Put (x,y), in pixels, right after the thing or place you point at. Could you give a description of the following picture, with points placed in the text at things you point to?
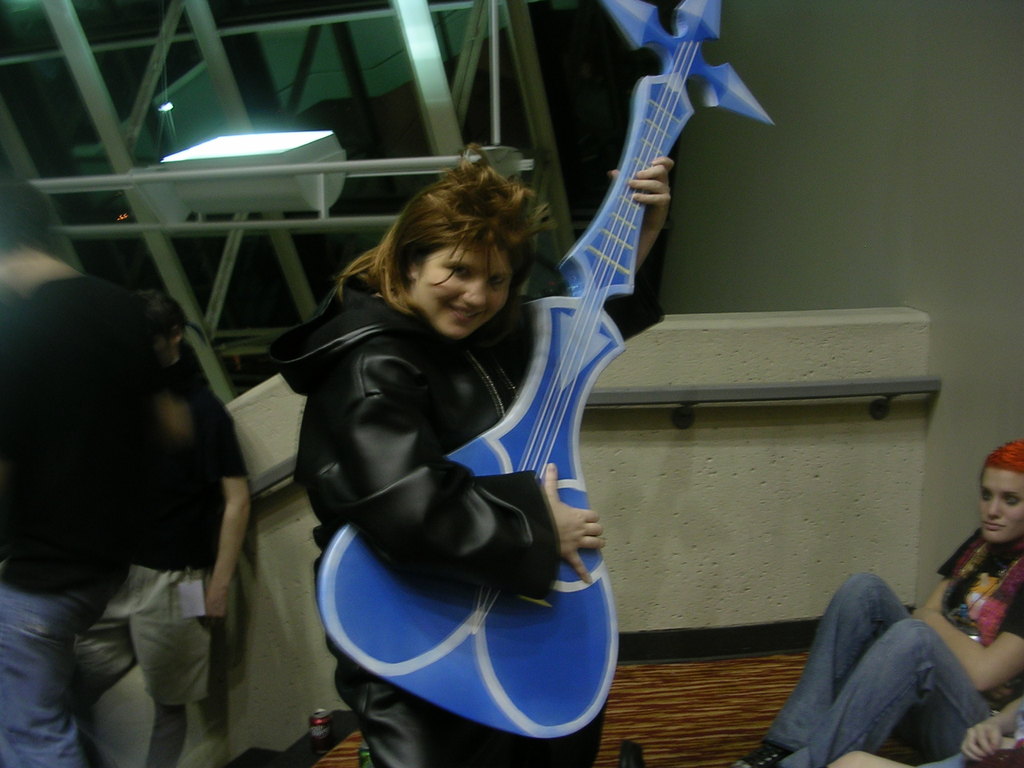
As we can see in the image there is a wall (929,135), and few people (445,435) standing and sitting and the woman (523,254) who is standing here is holding guitar (555,411).
